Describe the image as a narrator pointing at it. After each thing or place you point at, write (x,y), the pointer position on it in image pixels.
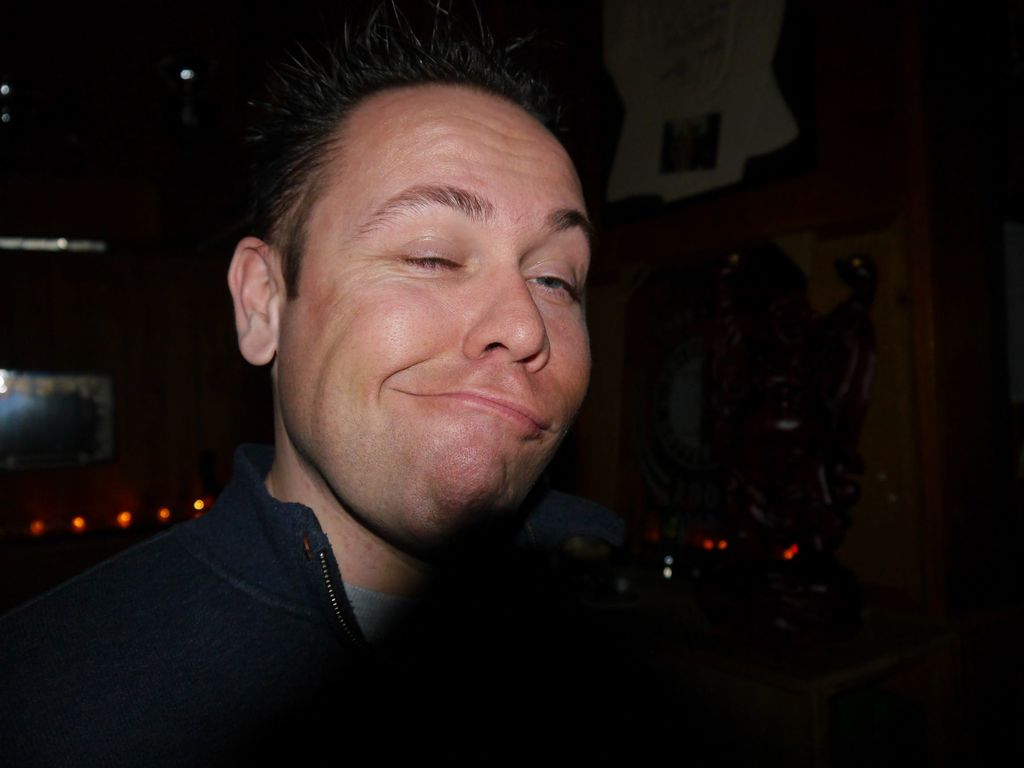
In this image I can see a person (164,602) and background I can see lights (160,512) and person (192,635) wearing a blue color jacket (177,637).
